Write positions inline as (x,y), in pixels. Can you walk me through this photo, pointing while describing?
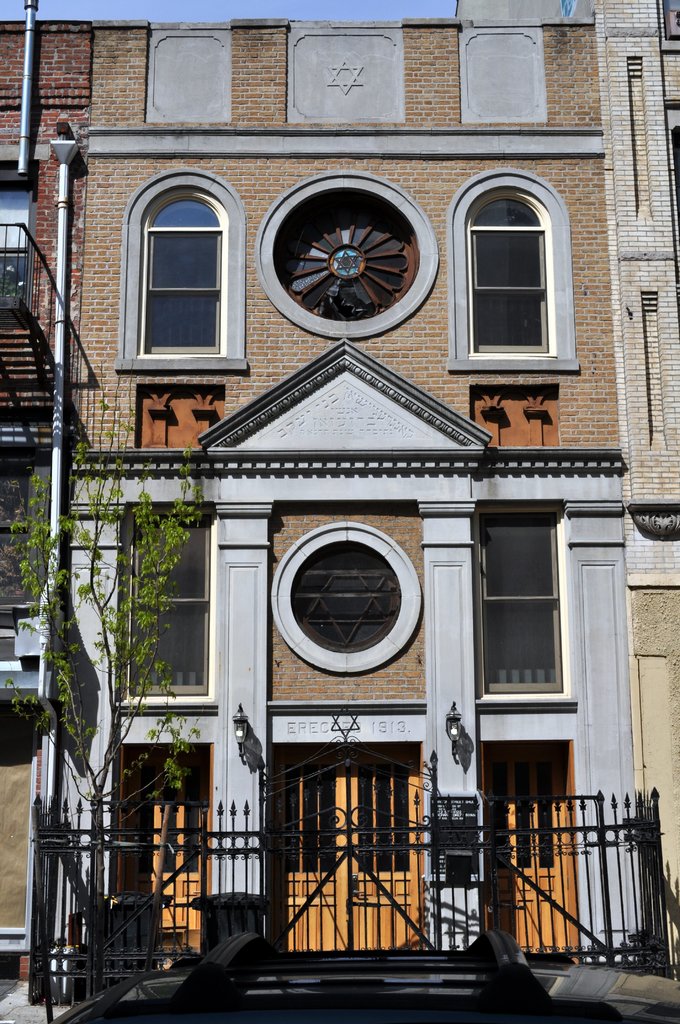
In this image I can see on the left side (138,620) there is a tree (154,665). At the bottom (169,905) there is an iron fencing (493,836), in the middle (449,612) it is a very big building (388,487) with glass windows (322,594).
